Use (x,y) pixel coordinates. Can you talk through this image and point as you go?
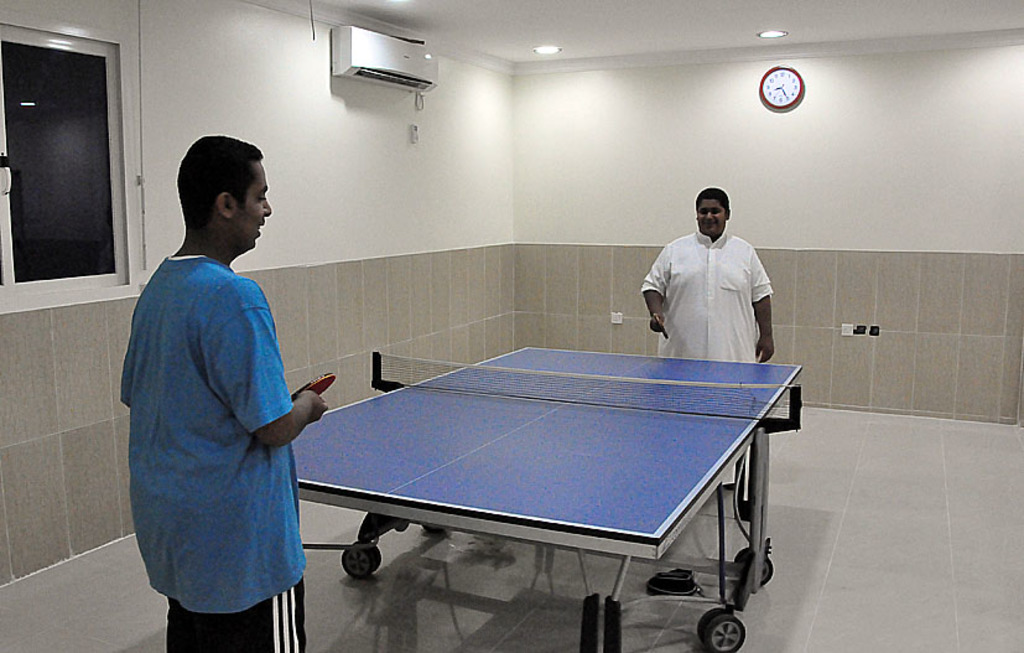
The two persons (278,381) holding table tennis bats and there is a table (573,386) in front of them and there is a watch (780,91) and ac (430,55) attached to the wall (735,108) in the background (394,56).
